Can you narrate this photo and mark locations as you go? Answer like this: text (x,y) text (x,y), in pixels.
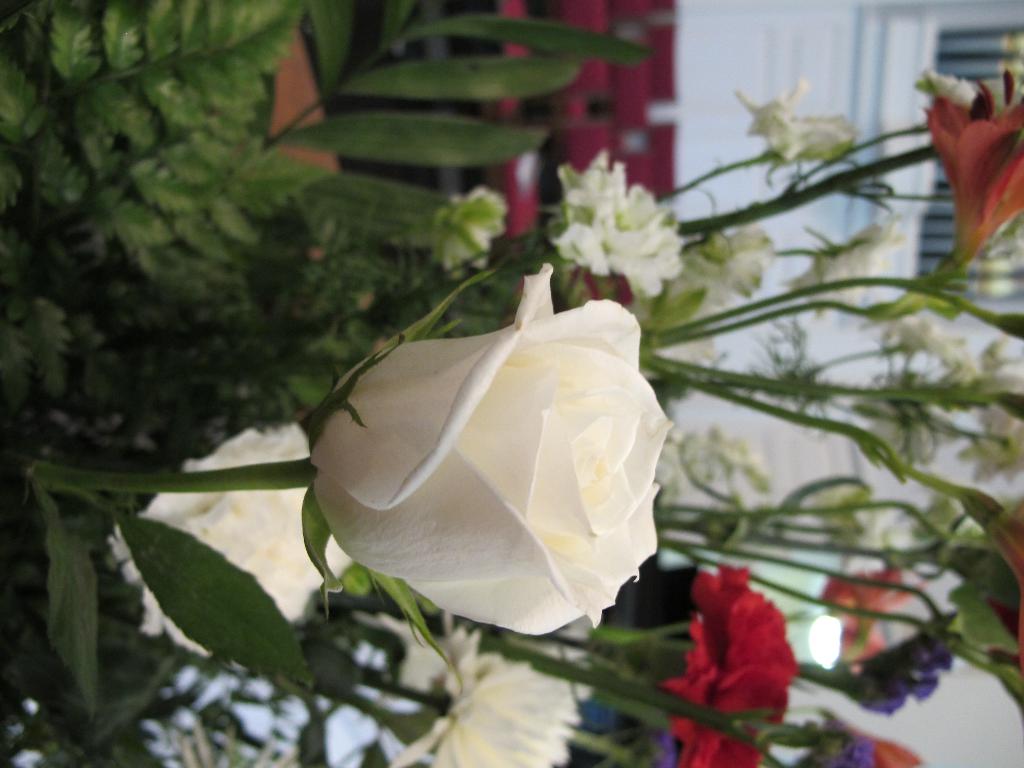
In this image I can see few flowers (535,518) which are red and white in color to the plants (811,386) which are green in color. In the background (509,177) I can see few chairs (534,197) which are red in color and a white colored building (862,70).
